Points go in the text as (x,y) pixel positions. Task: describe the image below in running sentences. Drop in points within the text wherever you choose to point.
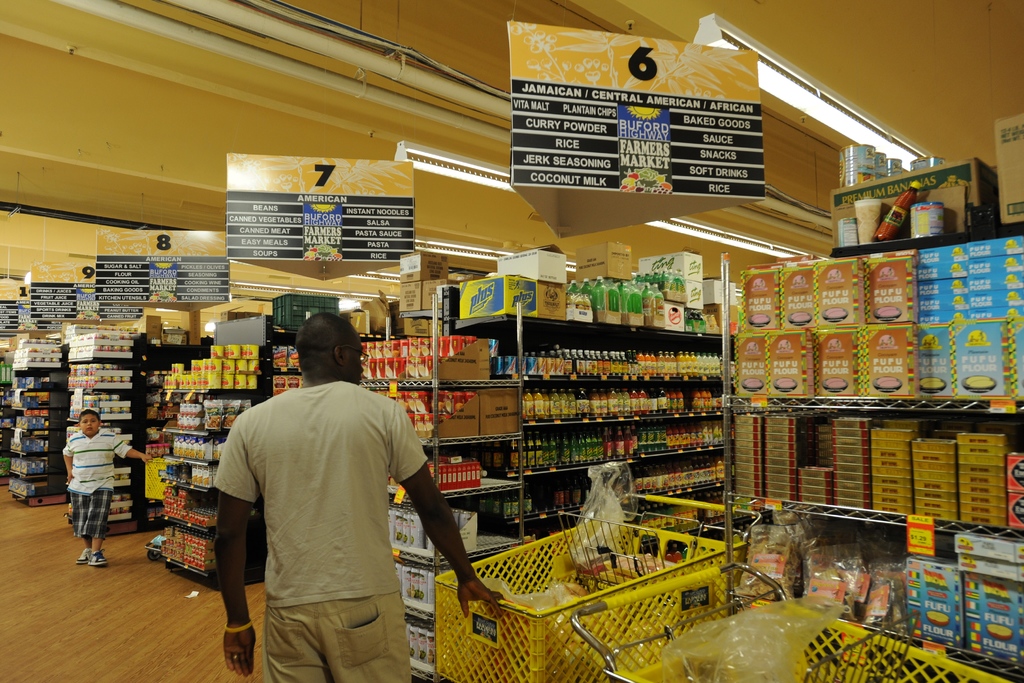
In this picture we can see there are two people (232,578) standing on the path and a person (276,587) is holding a cart (480,641). In front of the people (85,482) there are some objects (682,395) in the racks (562,464) and at the top (584,184) there are boards (665,184), lights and pipes (429,91).
